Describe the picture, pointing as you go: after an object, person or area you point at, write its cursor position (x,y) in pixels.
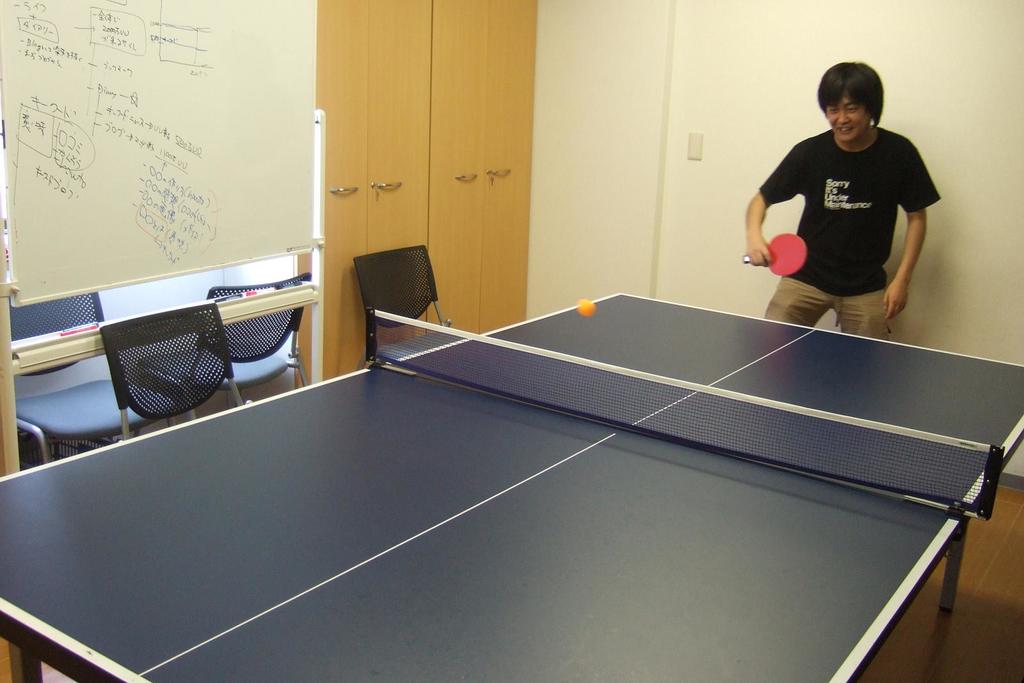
In this picture we can see a person (840,312) holding a bat (793,243) in his hand (754,260). We can see a ball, tennis table (584,675) and a net (639,373). There are few chairs (225,343), white board (306,226) and a cupboard (353,292) on the left side (53,334). A wall (744,246) is visible in the background (729,215).
